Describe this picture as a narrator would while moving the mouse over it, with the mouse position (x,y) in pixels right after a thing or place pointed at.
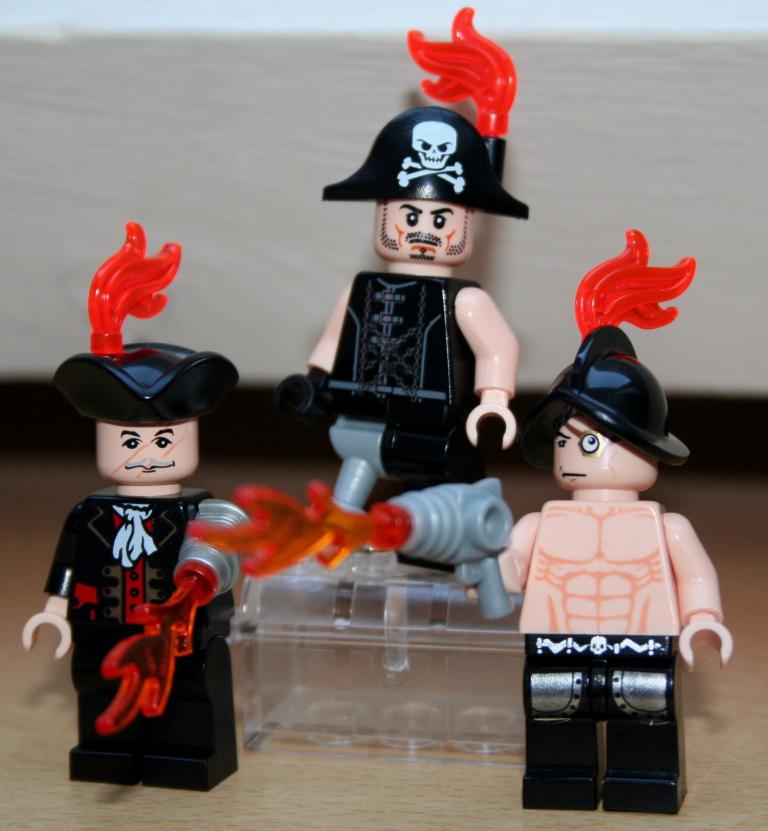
Here we can see Lego city toys (86,381). There are two toys (128,449) standing on the floor (560,825) and behind them other toy (406,449) is standing on a platform (470,648). In the background (251,342) we can see a platform (348,133).
